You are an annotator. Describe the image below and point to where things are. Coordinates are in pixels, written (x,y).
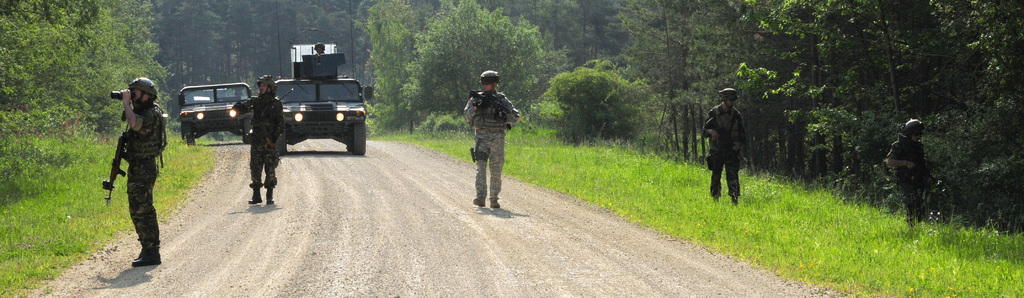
In this image we can see five persons (149,182) are standing and they are holding guns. There is a person (139,207) holding an object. Here we can see ground (402,265), grass (812,278), plants (65,105), vehicles (339,86), lights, and trees (370,81). We can see a person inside a vehicle (332,110).
